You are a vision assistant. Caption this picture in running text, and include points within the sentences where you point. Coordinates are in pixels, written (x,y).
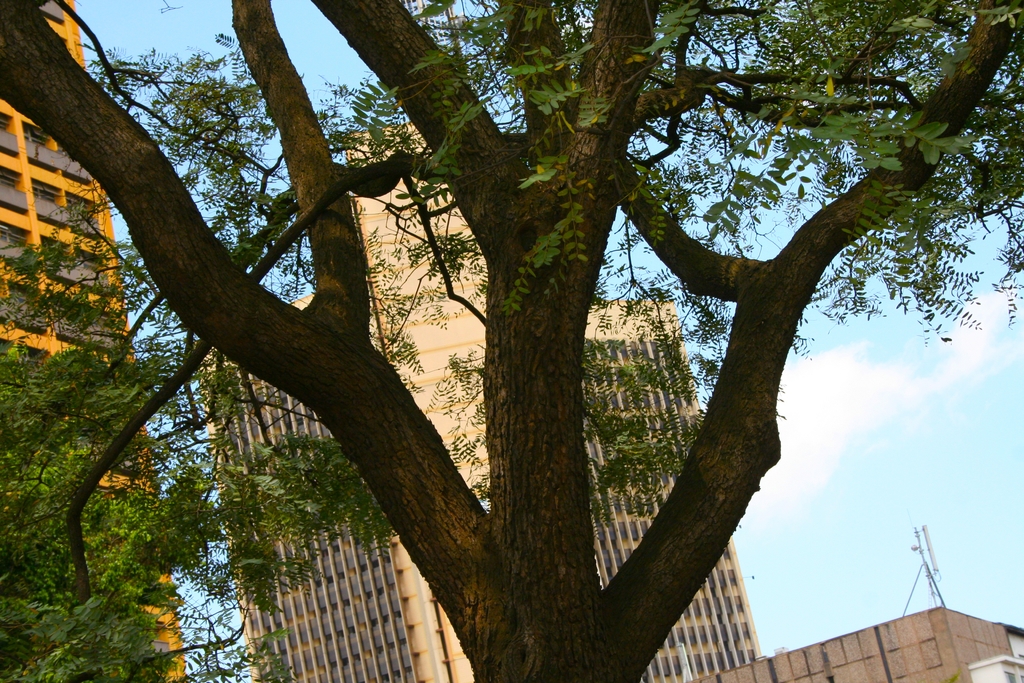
In this image I can see few trees (236,450) in the front (337,495). In the background (230,582) I can see few buildings (849,664), clouds (828,363) and the sky (827,504). On the bottom right side of the image (920,538) I can see a thing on the one building (909,643).
